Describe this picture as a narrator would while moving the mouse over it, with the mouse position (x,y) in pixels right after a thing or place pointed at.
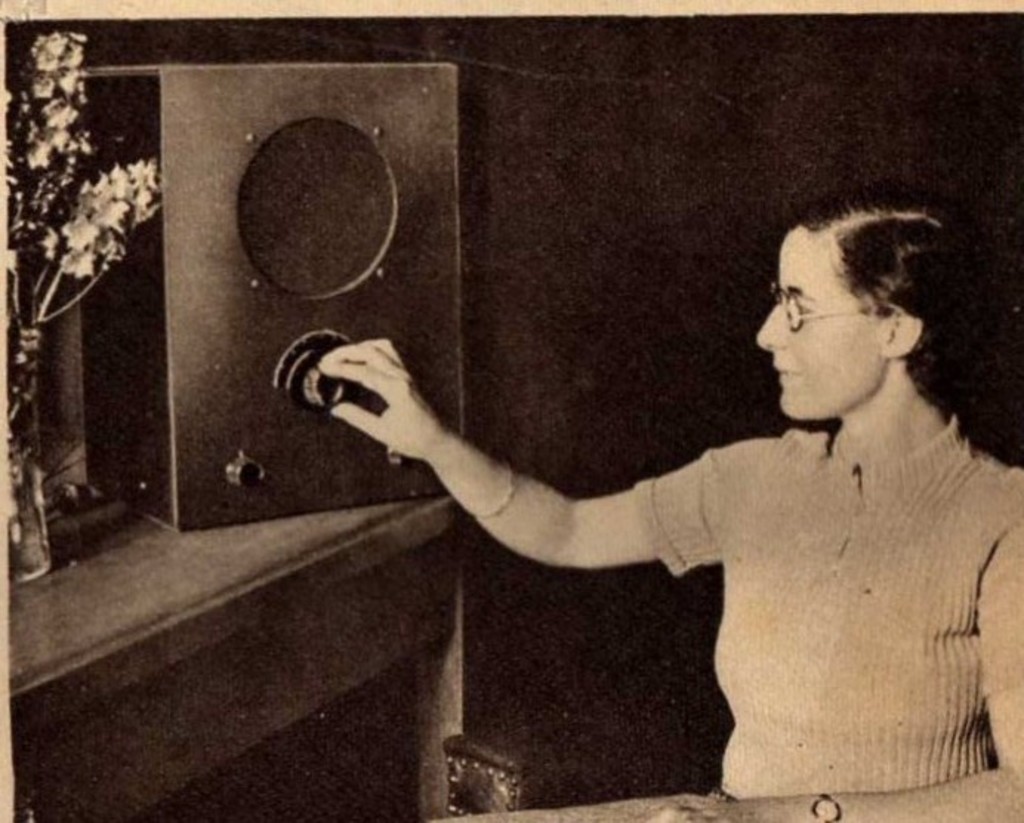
In this picture I can see a woman (991,492) in front (1002,708), who is holding the speaker knob (311,368) and I see that, the speaker (222,380) is on a table (334,558) and I can see a flower vase (22,517) near to the speaker (199,219) and I see that she is wearing spectacle (797,307).
